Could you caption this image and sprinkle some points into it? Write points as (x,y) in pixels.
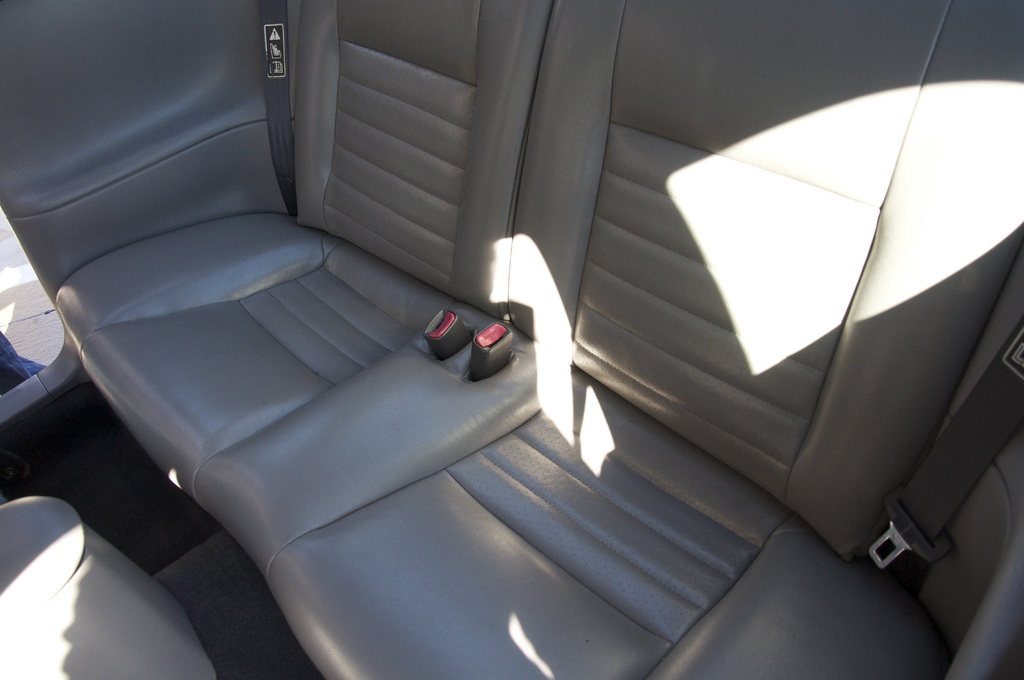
This image is a zoom in picture of cars seats (418,270) as we can see in middle of this image (420,283).
